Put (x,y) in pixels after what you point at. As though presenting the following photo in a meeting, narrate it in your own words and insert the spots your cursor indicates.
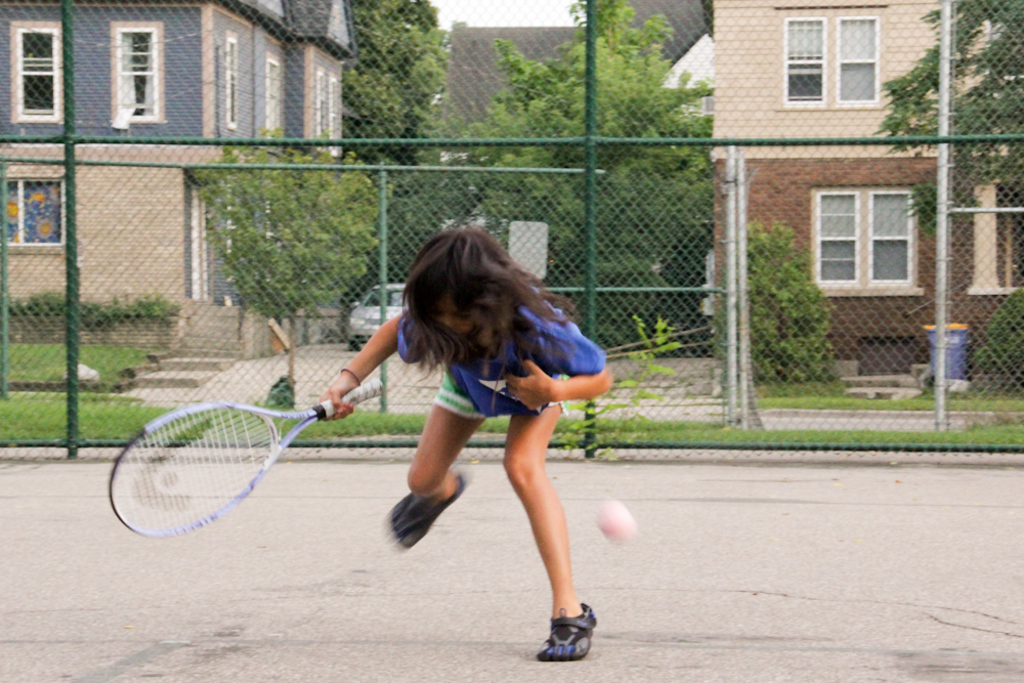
In this image there is a girl (469,249) who is playing the tennis with the tennis bat (230,448). At the background (311,266) there is a net (406,172) through which we can see house (198,64), trees (548,106), windows (803,87), and grass (837,432). There is a ball (616,531) beside her.
